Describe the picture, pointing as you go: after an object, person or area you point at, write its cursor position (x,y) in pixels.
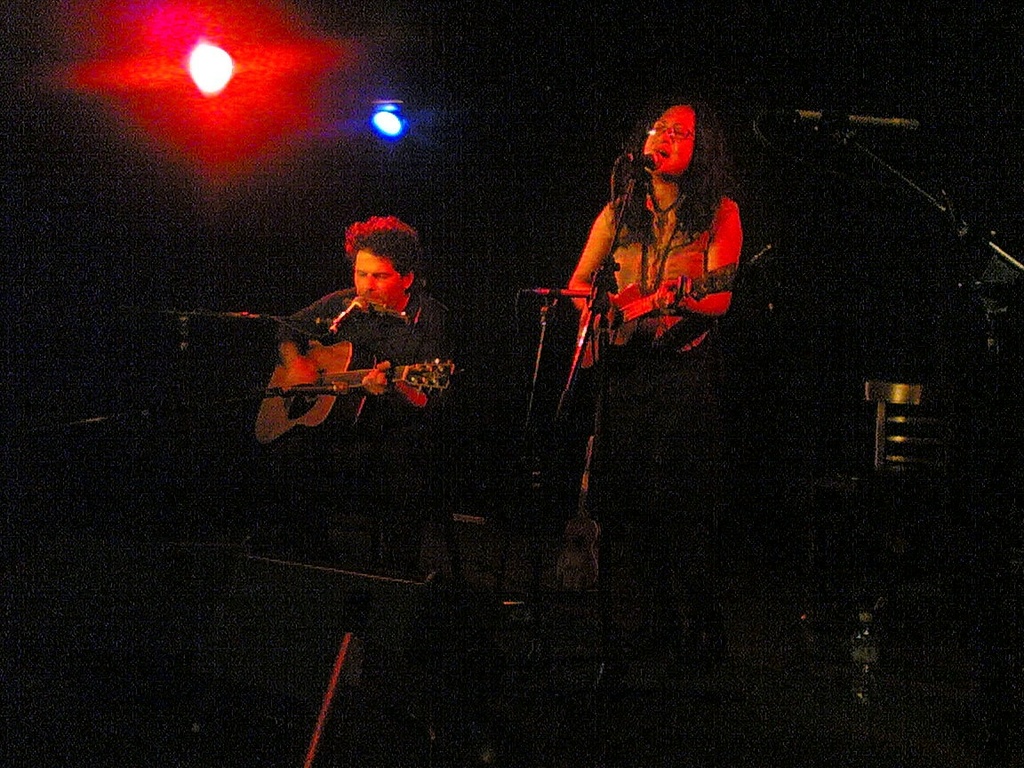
In this picture we can see a man (425,339) and a woman (603,368) playing guitar (318,355). These are the mikes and there are lights (246,23).
